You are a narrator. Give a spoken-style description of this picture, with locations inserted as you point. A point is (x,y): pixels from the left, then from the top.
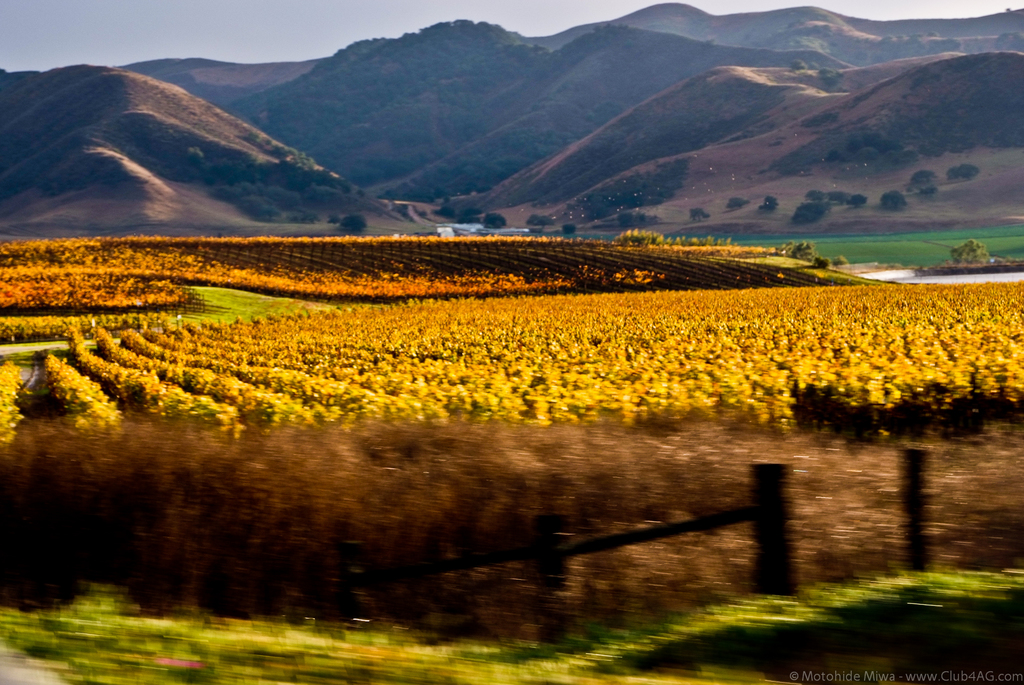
In this image I can see number of yellow colour plants (529,305), mountains (655,112), trees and I can see grass (231,650).
